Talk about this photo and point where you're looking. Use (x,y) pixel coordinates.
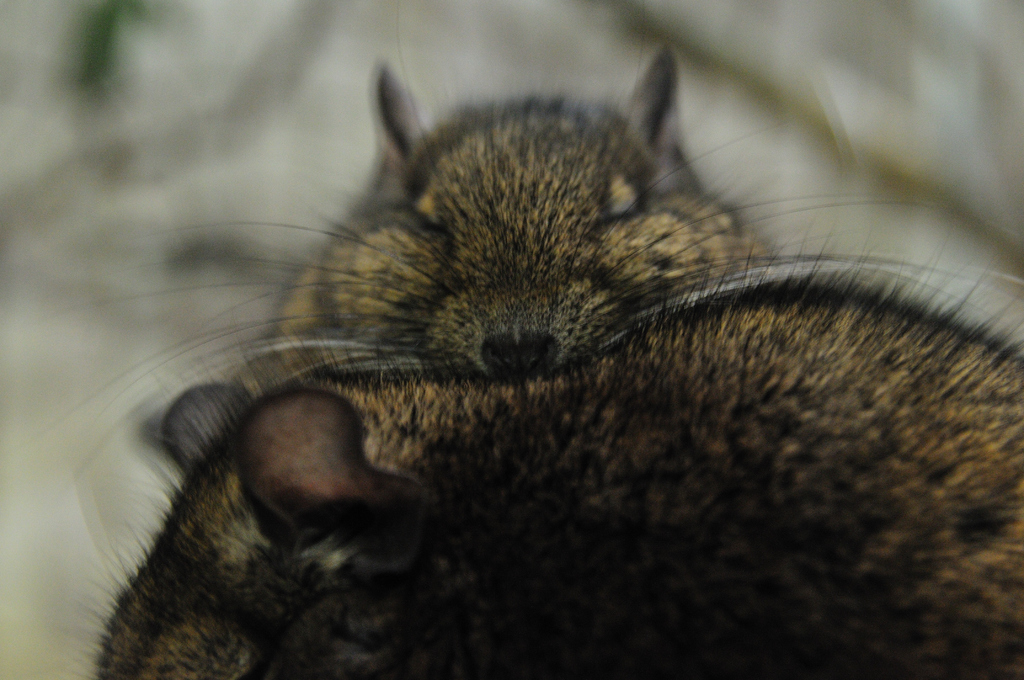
In the picture we can see rats (438,498).
